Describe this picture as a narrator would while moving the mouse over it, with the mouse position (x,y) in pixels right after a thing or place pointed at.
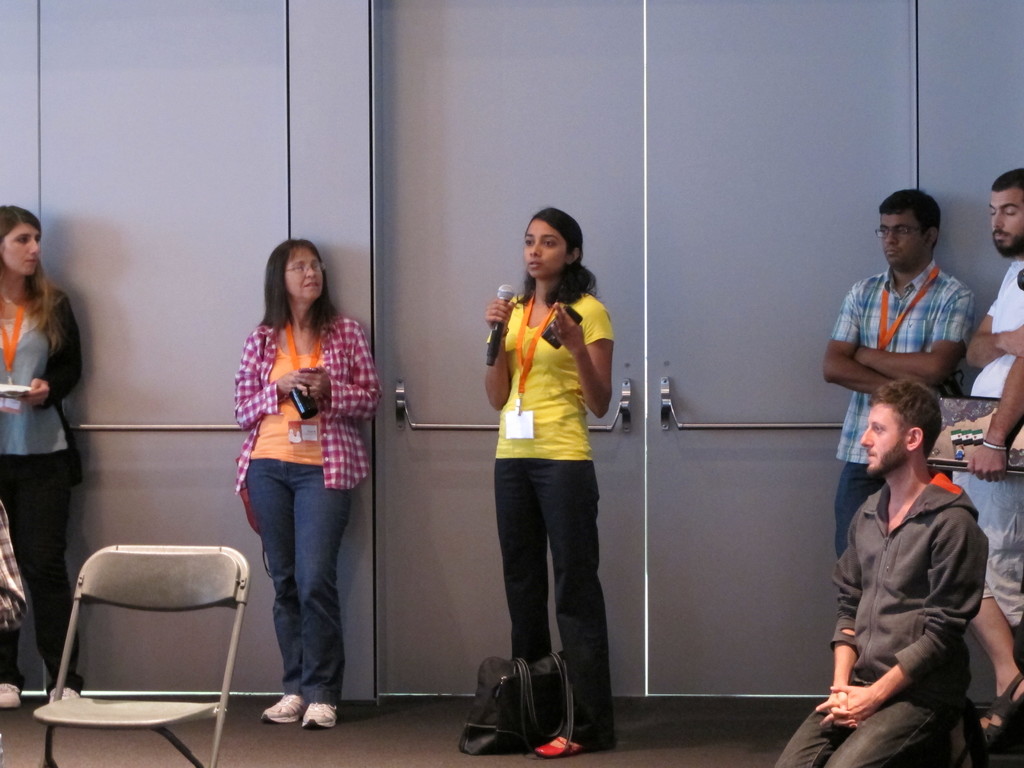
In this picture there is a woman (511,480) wearing yellow color T shirt (531,397) and orange color tag (529,366) in her neck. She is holding a mic (494,335) in her hand (494,322) and speaking. There is a bag (532,685) between her legs (554,530). There are some women (303,429) and men (903,309) in this picture. We can observe a grey color chair (146,584) on the left side (108,587). In the background (506,189) there is a door (614,122).
